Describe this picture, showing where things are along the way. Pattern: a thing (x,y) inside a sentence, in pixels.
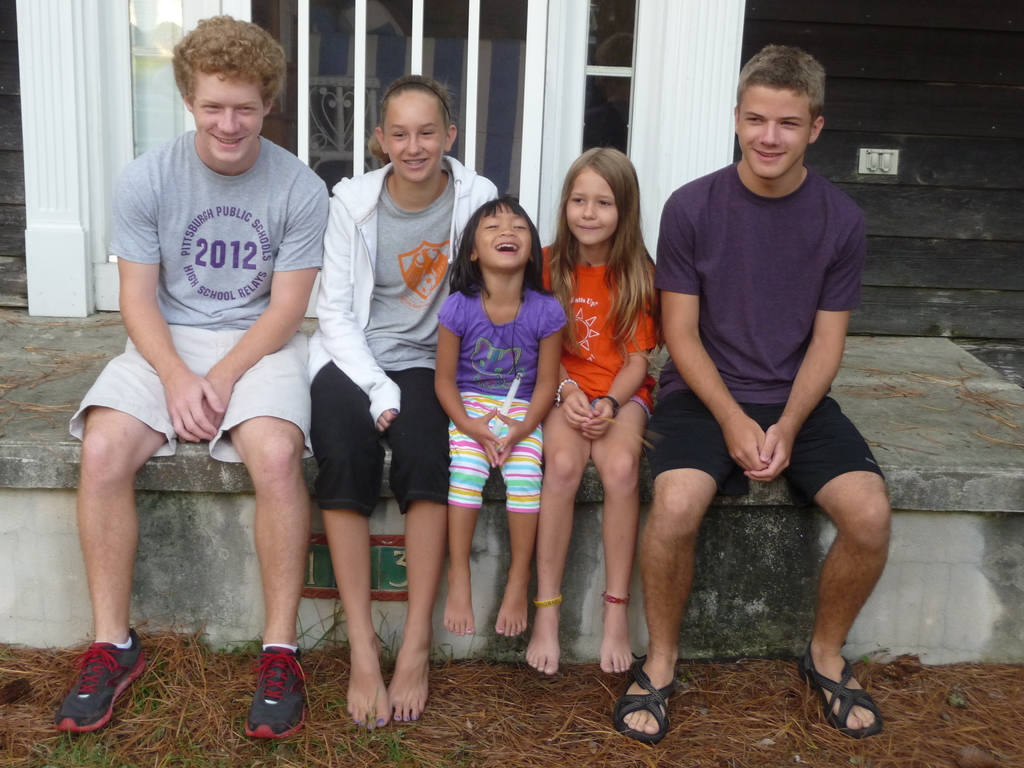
In this image we can see the persons (581,464) sitting on the pavement (769,562). In the background (528,84) we can see electric switch (893,163), ground (689,698) and windows (490,63).
